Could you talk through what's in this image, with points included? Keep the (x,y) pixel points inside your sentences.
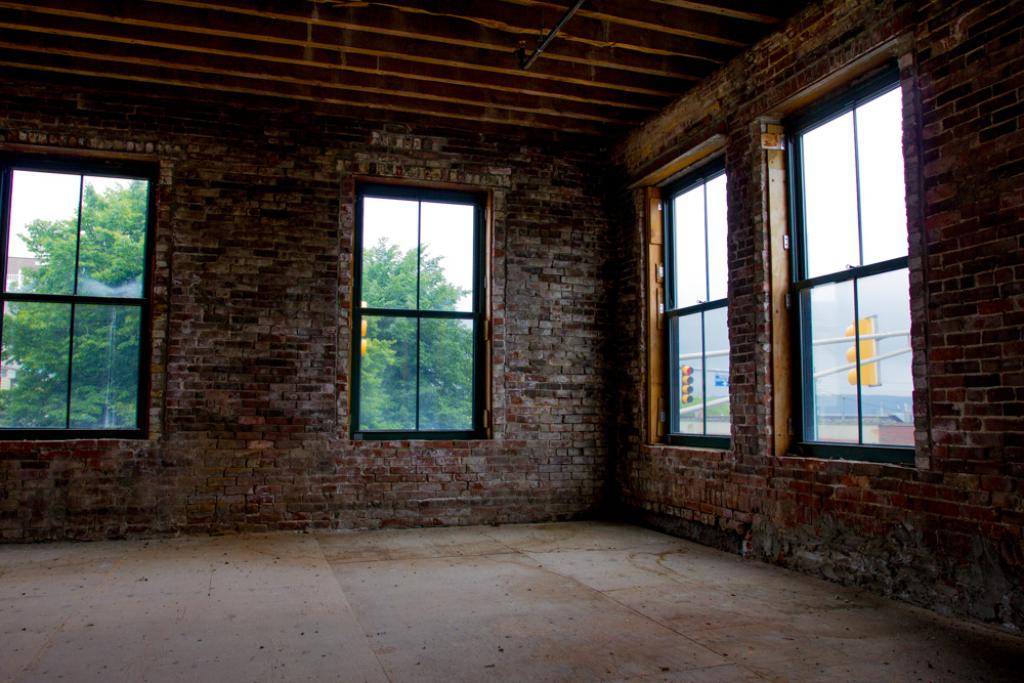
In this image we can see the brick wall (612,409) and also glass windows (478,310) and through the glass windows (123,289) we can see the trees (403,379), some light poles (684,380) and also the sky (838,391). At the top (353,95) we can see the wooden roof (494,74) and at the bottom (432,569) there is floor (606,624).
